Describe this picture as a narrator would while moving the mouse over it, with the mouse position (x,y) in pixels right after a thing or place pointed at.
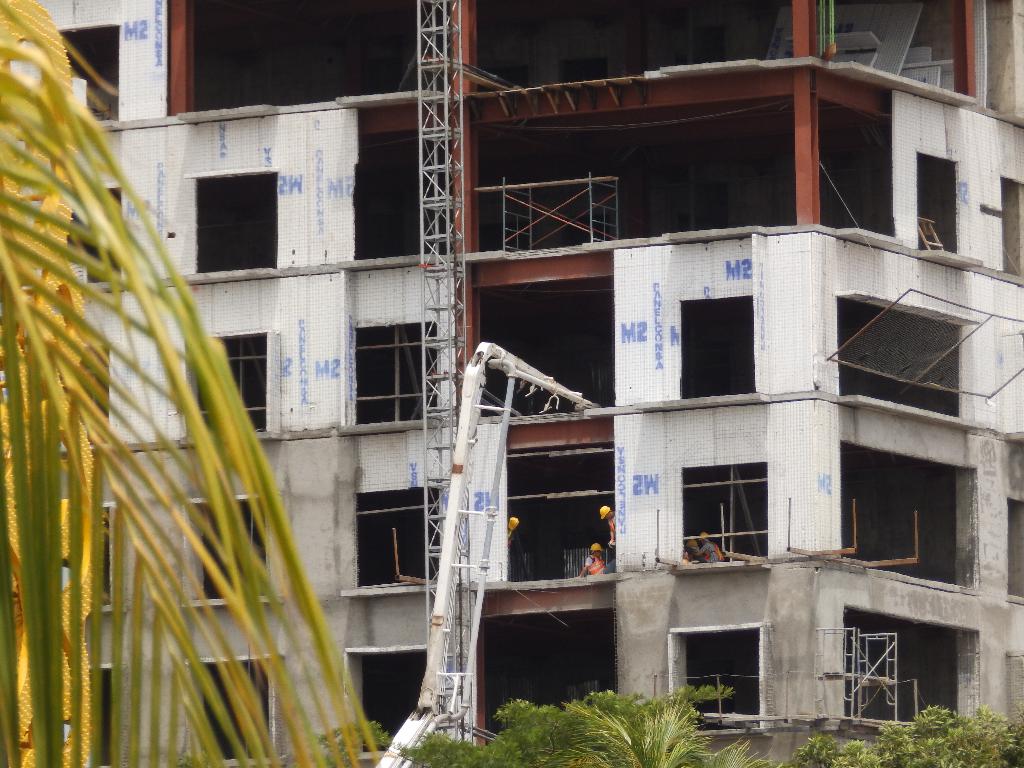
In this image I can see few plants (46,465) and trees (885,729) in green color. In the background (879,663) I can see the building (847,588) in white and gray color and I can also see group of people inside the building (670,569) and I can see few poles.
